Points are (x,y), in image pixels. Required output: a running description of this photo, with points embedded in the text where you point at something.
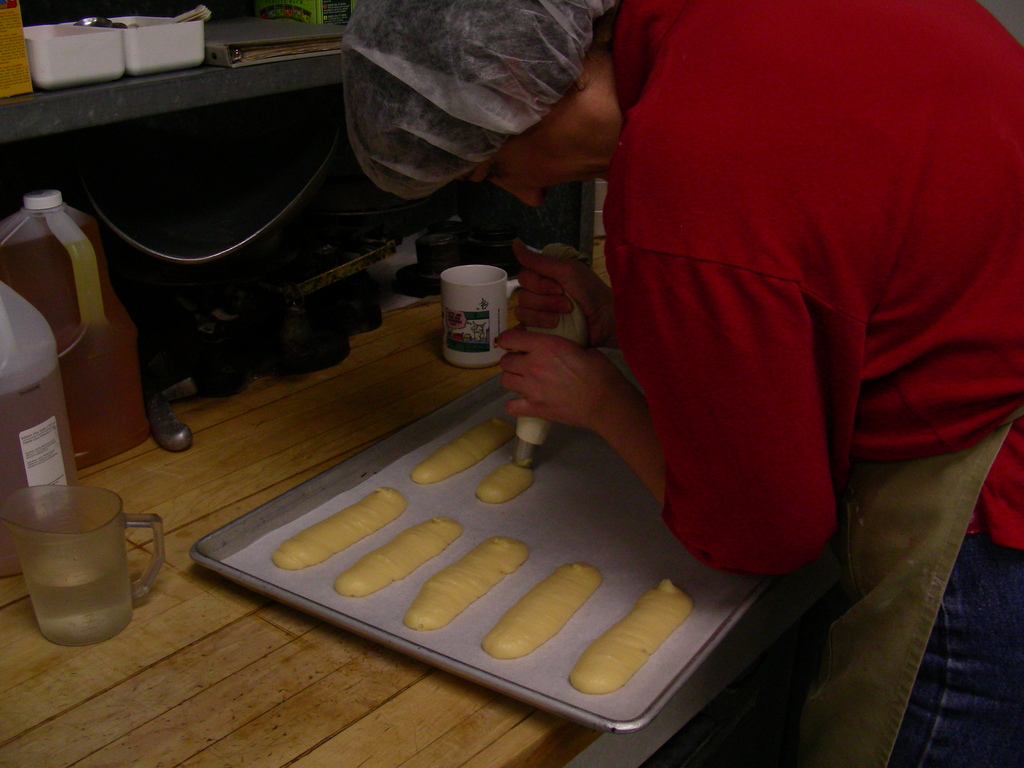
The person (796,167) wearing red shirt (775,200) is preparing some food items (515,492) on a table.
